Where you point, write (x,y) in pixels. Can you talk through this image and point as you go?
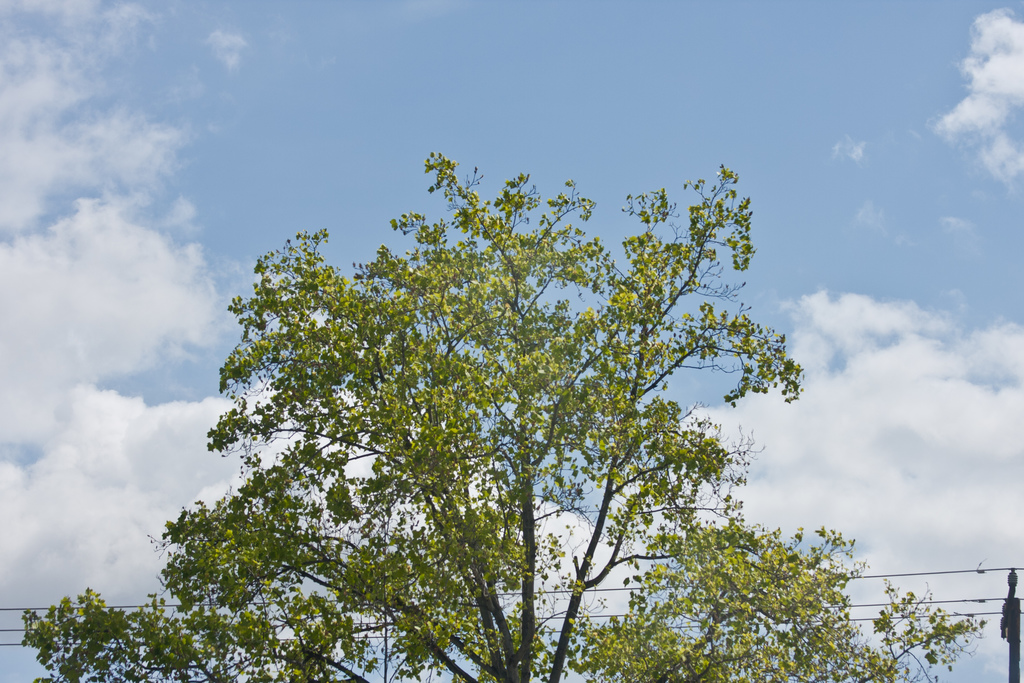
In this image I can see a tree (588,584) which is green and black in color, few wires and a pole (1011,632). In the background (931,353) I can see the sky (828,209).
